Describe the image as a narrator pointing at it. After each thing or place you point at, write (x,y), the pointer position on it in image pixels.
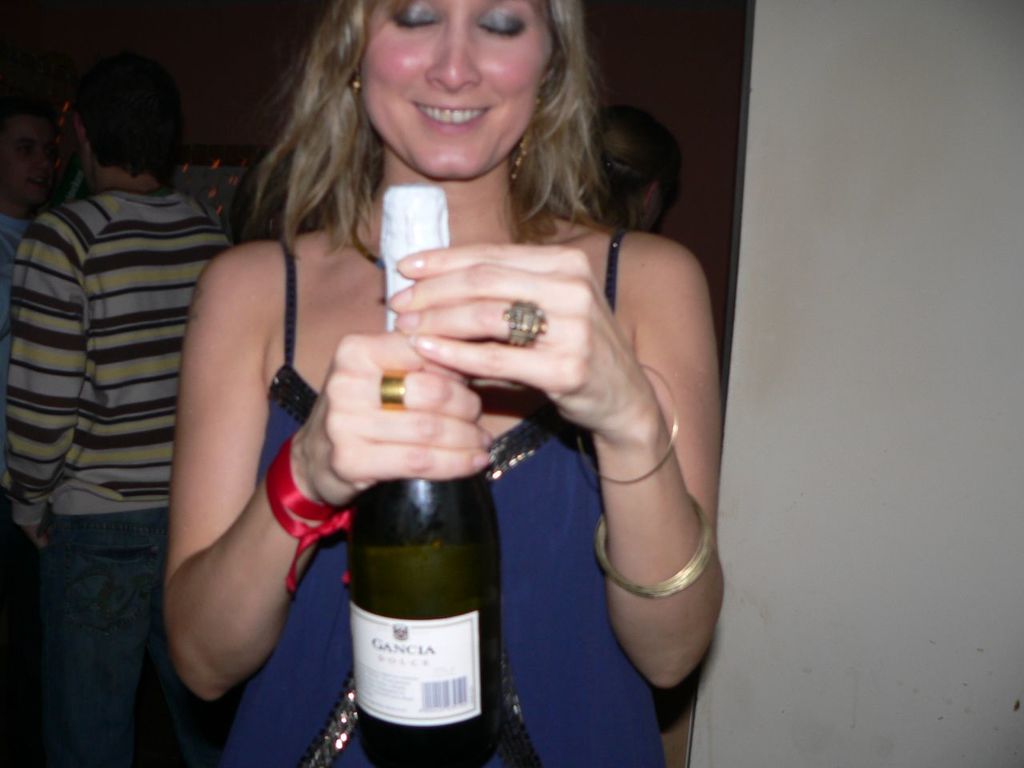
Women (579,283) in blue dress (515,597) is holding wine bottle (381,592) in her hand (349,452) and she is smiling. Behind her, we see a man (95,349) in white, black and yellow shirt (111,302) is standing. On the right corner of the picture (883,379), we see a wall (895,496) and this might be taken in a room (215,122).
